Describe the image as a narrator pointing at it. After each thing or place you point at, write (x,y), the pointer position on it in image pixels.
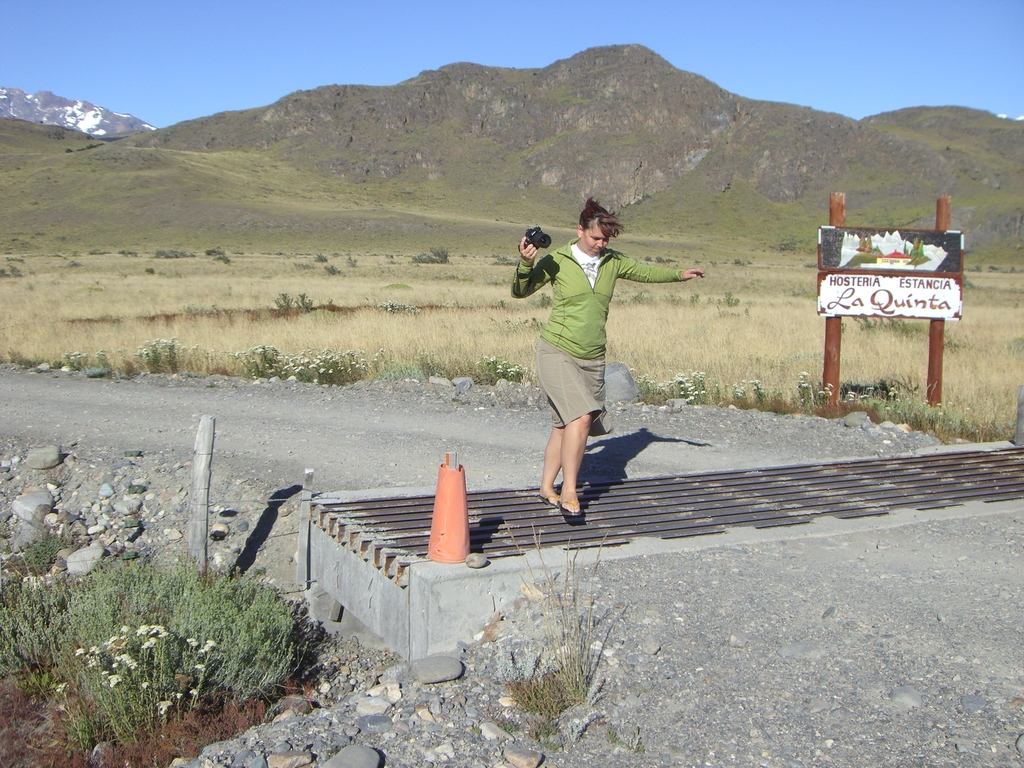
In this picture we can see a woman (636,274) holding a camera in her hand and walking. There are some plants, a few stones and a dry grass (957,365) on the path (687,471). We can see some trees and few mountains (59,210) in the background (742,112). Sky (402,24) is blue in color.
